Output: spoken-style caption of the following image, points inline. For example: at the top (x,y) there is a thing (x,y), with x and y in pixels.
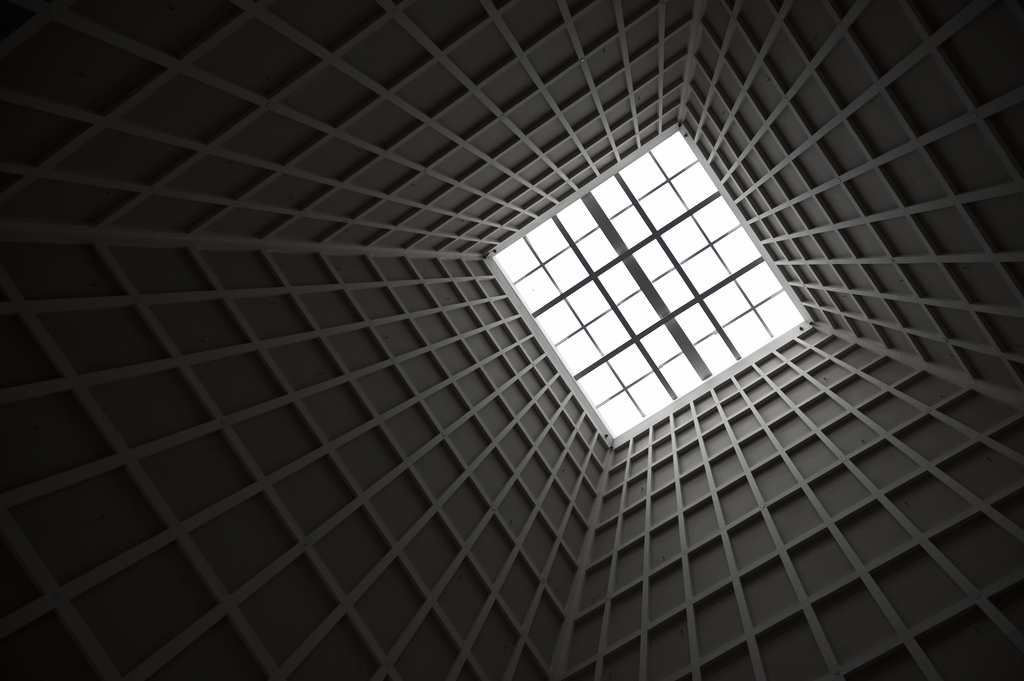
In the center of the image (380,371) there is a wall (487,254) and a roof (657,370).
